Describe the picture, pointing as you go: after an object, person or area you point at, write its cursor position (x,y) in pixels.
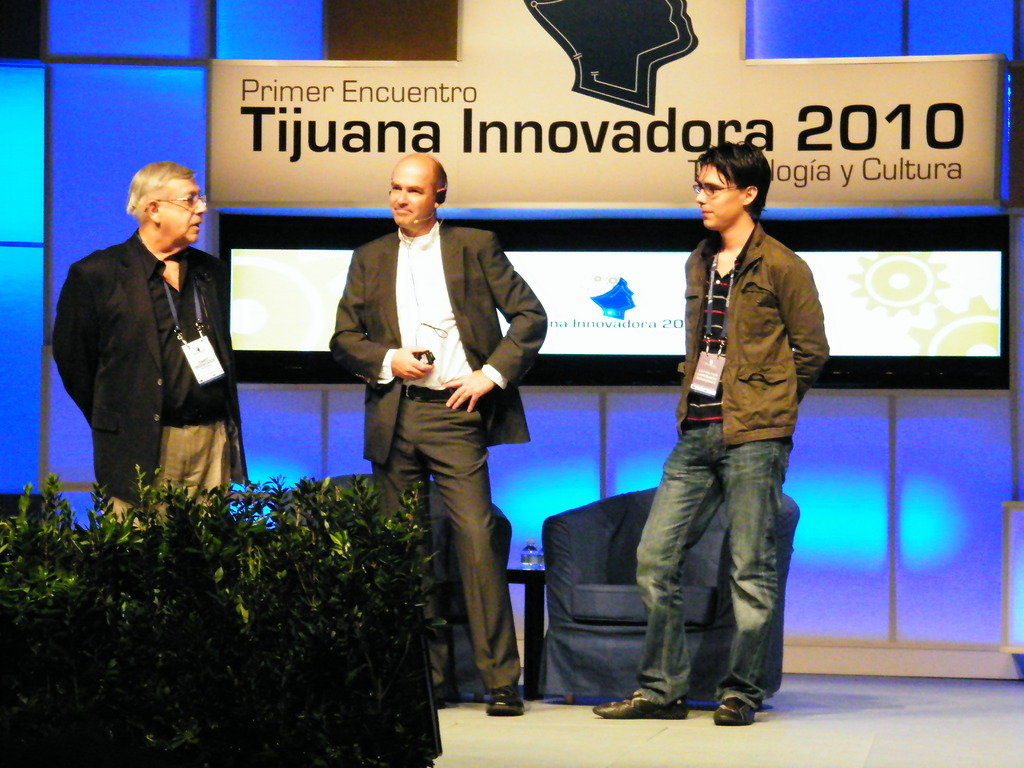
In this picture, we see three men (385,309) are standing. The man (356,282) in the middle of the picture (420,282) is holding something in his hands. Behind them, we see the sofa chairs (553,600) and a table (532,579) on which water bottle (525,564) is placed. Behind them, we see boards (625,293) in white and cream color with some text (504,149) written on it. Behind that, we see a blue wall (110,115). In the left bottom (239,577), we see the shrubs (209,623).
